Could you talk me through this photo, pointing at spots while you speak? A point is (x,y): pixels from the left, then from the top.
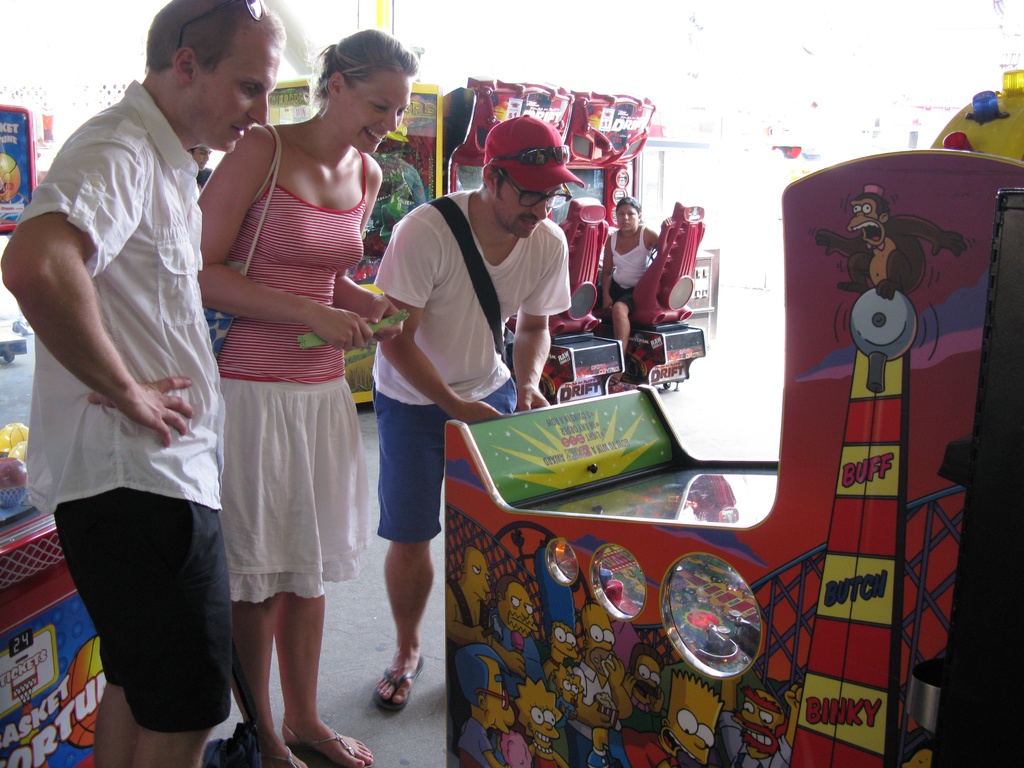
In this image I can see people (185,211) where one is sitting and rest all are standing. I can see three of them are wearing white colour dress (412,311). I can also see number of video games (921,340) and on these things (526,521) I can see something is written.
